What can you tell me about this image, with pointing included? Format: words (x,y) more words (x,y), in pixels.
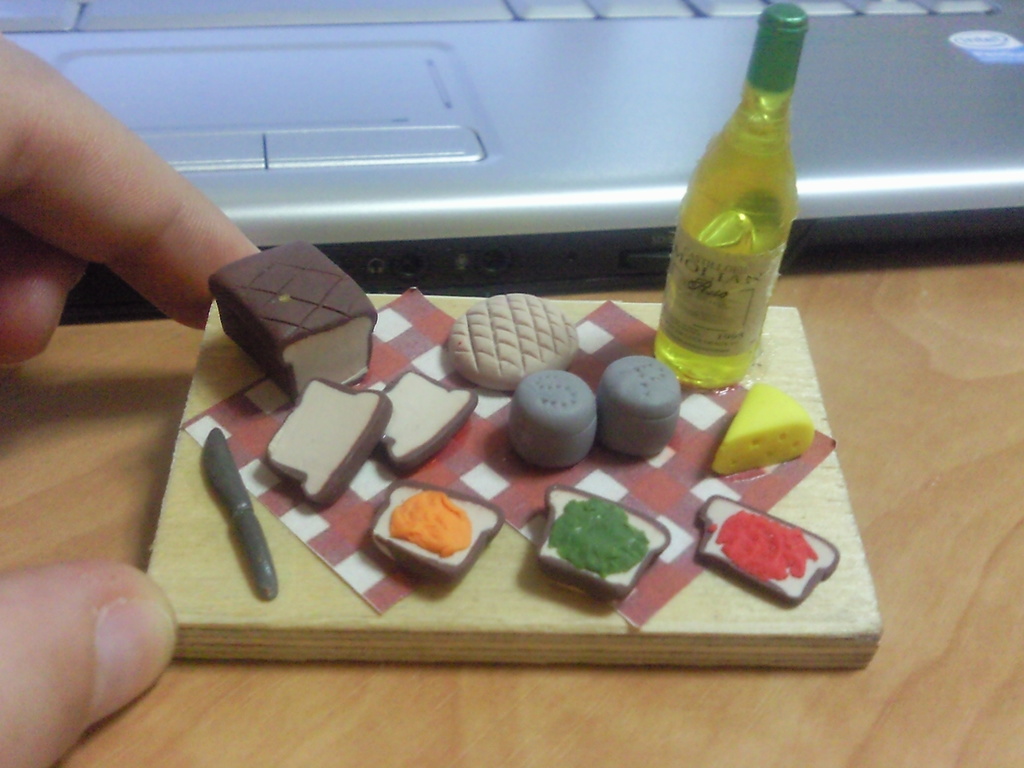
In the image we can see there is a person (114,663) who is holding a wood block (270,621) in which there are food items (730,522) and decorative items (621,429) and a bottle (750,318) kept on it.
